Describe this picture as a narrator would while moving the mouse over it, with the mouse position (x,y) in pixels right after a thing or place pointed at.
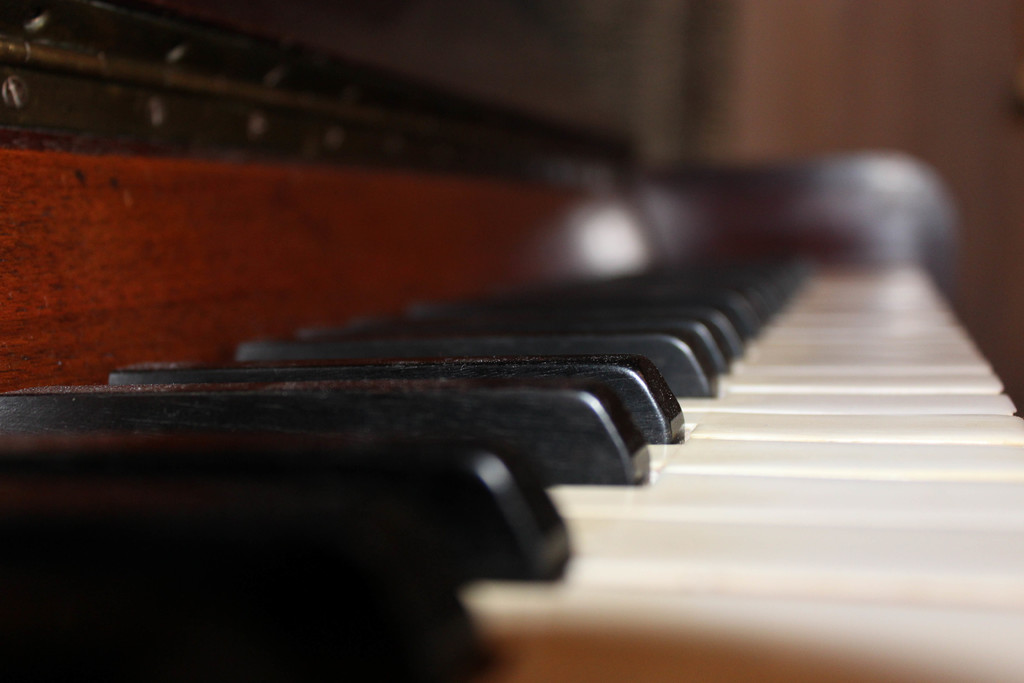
Piano (783,444) with black and white buttons (651,374).
